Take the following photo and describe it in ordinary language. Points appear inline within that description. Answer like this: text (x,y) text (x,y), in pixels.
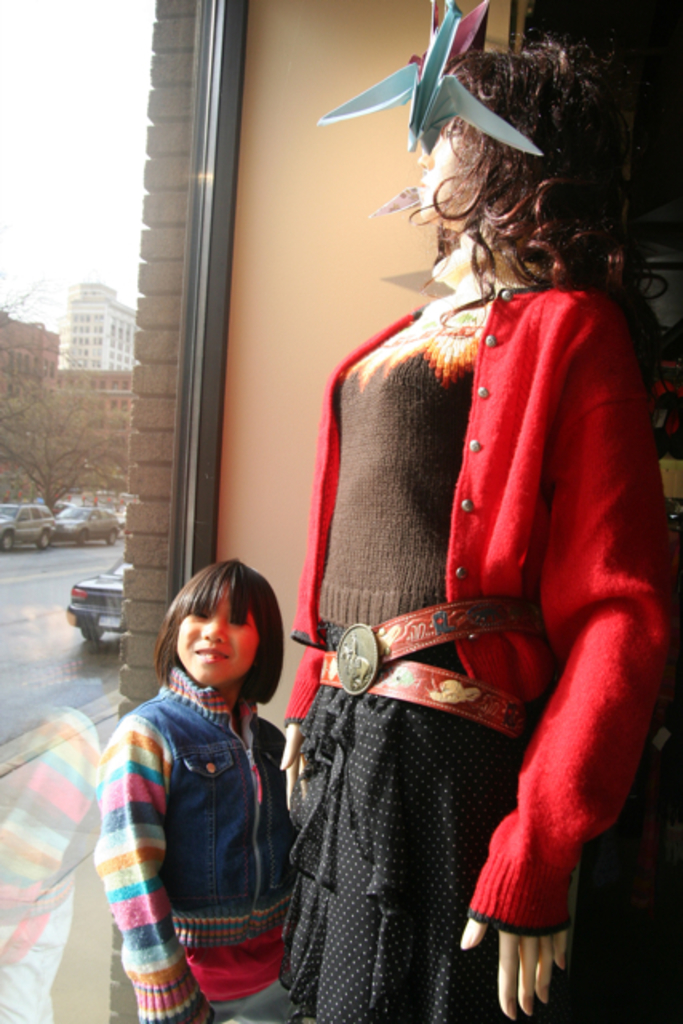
There is a mannequin (501,333), it is wearing a red sweater (498,514) and beside the mannequin (340,725) there is a kid (211,824) standing and posing for the photo, in front of the mannequin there is a glass (45,617) and behind the glass (84,548) there are some vehicles (100,620) parked beside the footpath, in the background (62,377) there are two other buildings (75,354).
